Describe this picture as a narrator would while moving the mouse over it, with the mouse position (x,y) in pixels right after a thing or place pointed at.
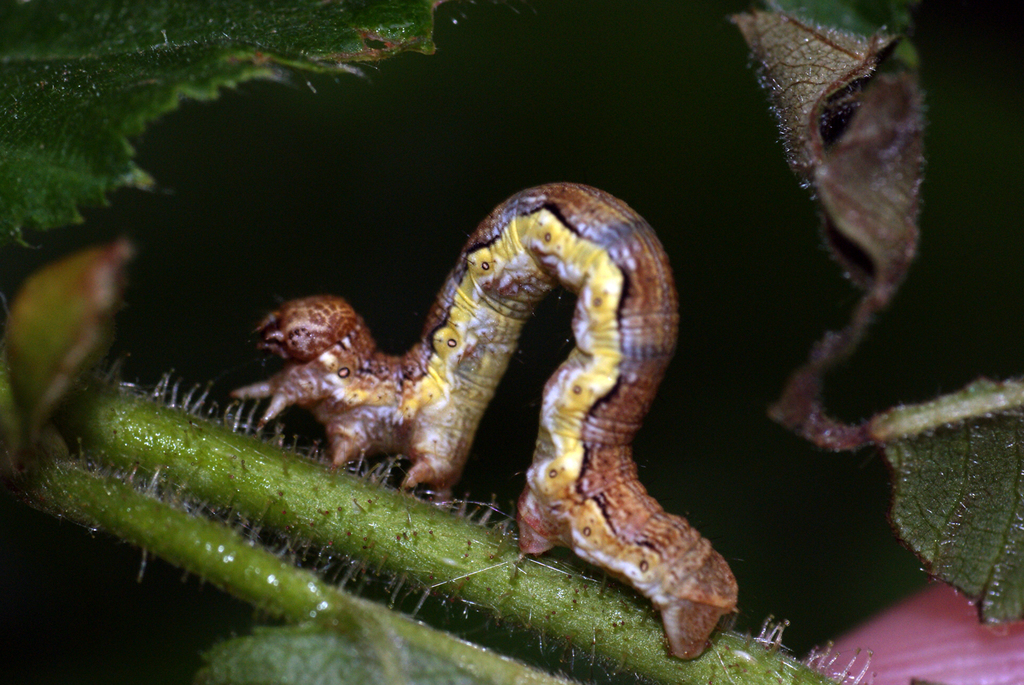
In this picture there is a yellow and brown color insect (435,392) crawling on the plant stem (346,550). Beside we can see the green leaves (255,31). Behind there is a blur background (510,114).
